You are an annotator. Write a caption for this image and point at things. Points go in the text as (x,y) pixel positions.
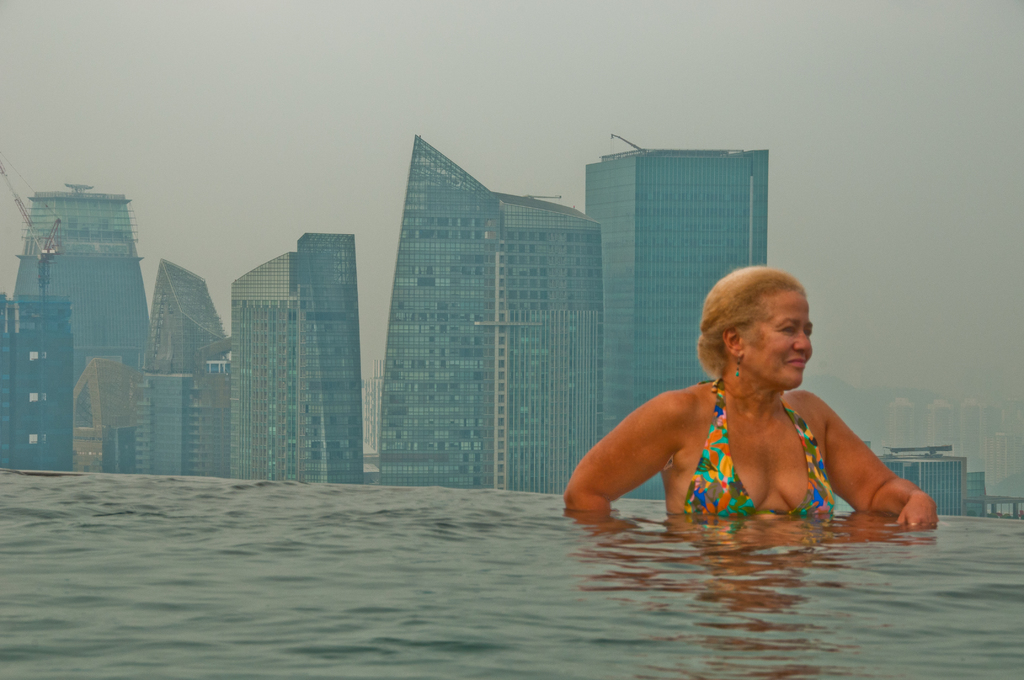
At the bottom of the image (425,646) there is water (62,502), in the water (652,551) we can see a woman (758,272). Behind her there are some buildings (662,327) and sky (127,123).
